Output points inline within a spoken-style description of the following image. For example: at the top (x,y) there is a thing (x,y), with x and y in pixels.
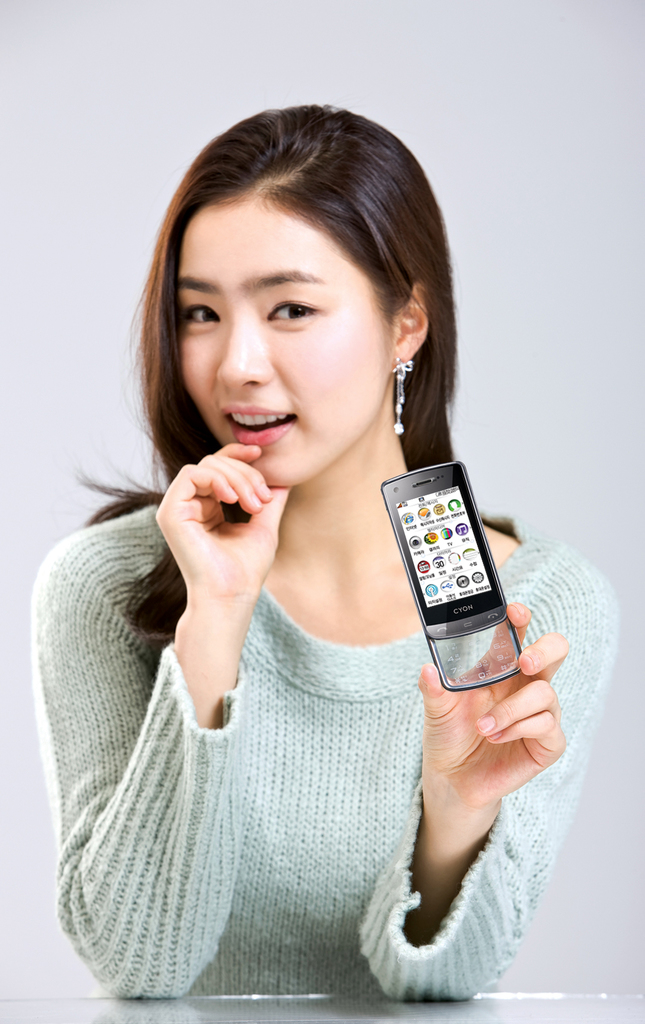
In this image, there is a person (527,604) holding a mobile phone (436,607) and wearing a light green sweater (274,762).
